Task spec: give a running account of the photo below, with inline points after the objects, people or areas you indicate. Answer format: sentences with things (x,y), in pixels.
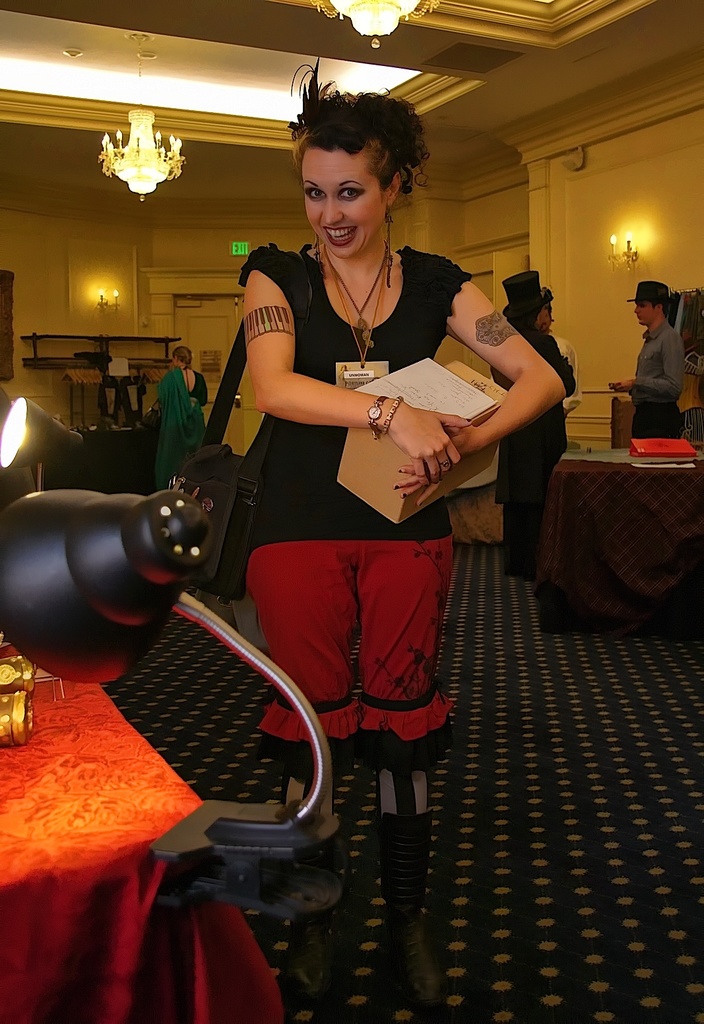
In this image we can see a person (516,421) wearing black color top (348,509) red color short (344,598) carrying handbag (251,478) which is of black color holding some cardboard box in her hands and in the background of the image (507,441) there are some persons (183,434) standing near the wall (75,233) and table (564,492) there are some chandeliers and in the foreground of the image (126,636) we can see a light (10,593) on the table (100,848).
